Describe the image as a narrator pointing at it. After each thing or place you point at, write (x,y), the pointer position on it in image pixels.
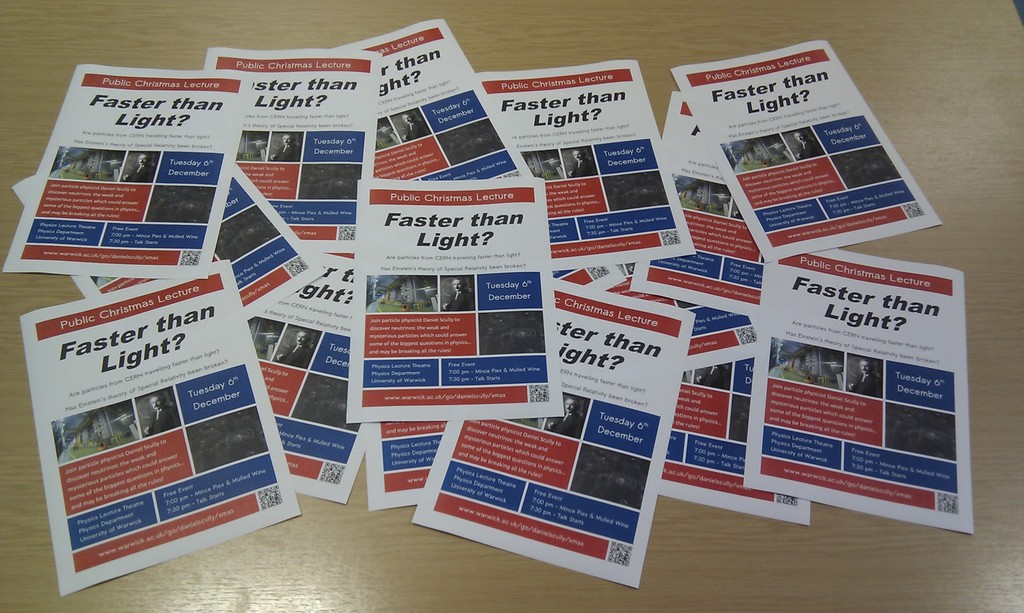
This image consists of papers (533,478) kept on the table (321,603). The table (662,595) is made of wood (455,581). And we can see the text (408,345) and pictures (511,328) in the papers (167,408).
